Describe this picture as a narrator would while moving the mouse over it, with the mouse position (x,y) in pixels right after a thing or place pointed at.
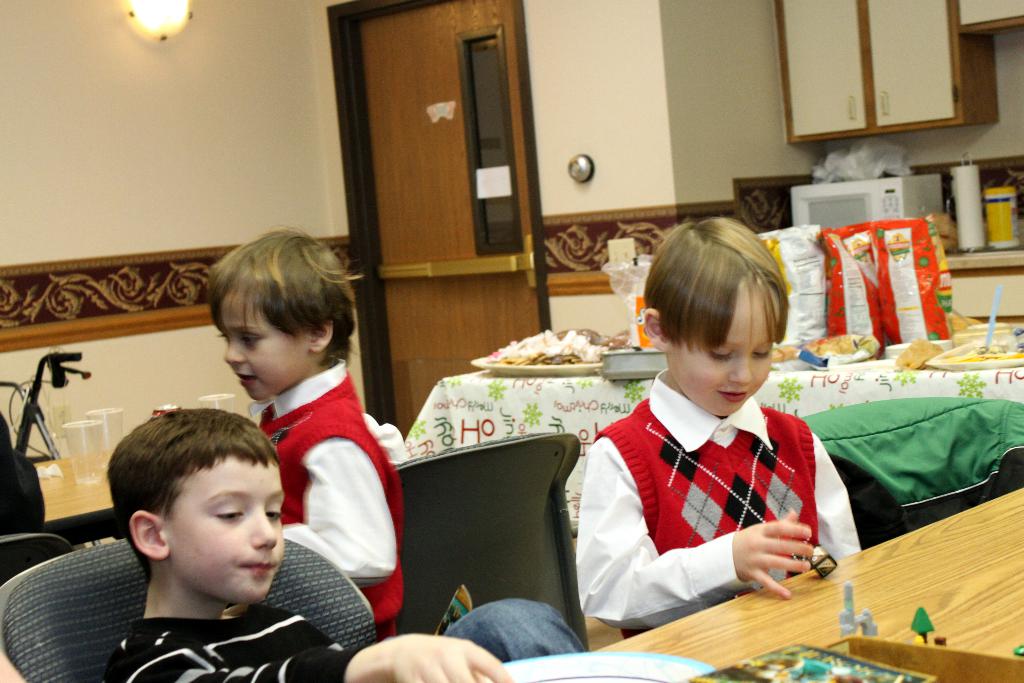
This picture is clicked inside. On the right (702,440) there is a kid (643,466) standing on the ground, smiling and playing with some object (823,555). On the left (252,580) there is another kid (243,545) wearing black color t-shirt (197,638), sitting on the chair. On the left corner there is a table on the top of which some items (54,472) are placed. In the center (343,339) there is a kid (317,403) standing on the ground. In the background (404,70) we can see the wall mounted lamp (150,20), wooden door (417,65), wooden cabinet (984,42), a microwave oven (918,183) and we can see the tables (457,431) on the top of which glasses (95,427) and many number of items (628,298) are placed.
